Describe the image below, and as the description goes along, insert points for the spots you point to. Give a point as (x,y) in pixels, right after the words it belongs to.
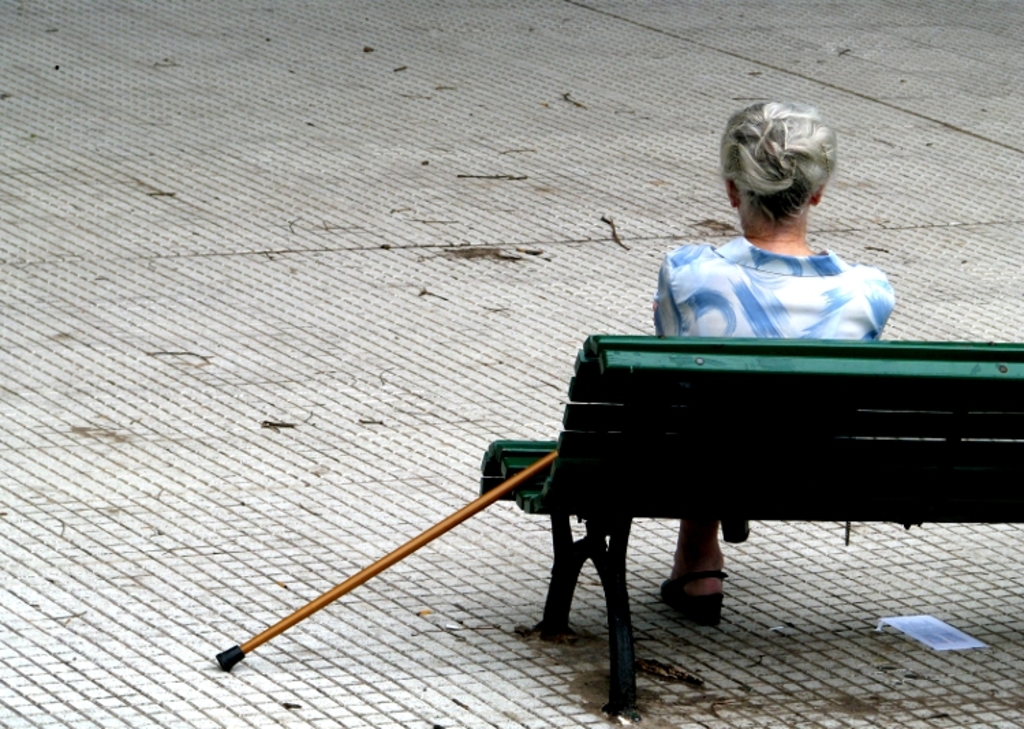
In this image we can see one bench (742,487) on the floor (538,525) on the right side of the image (718,361), one person (766,313) sitting on the bench (524,465), one walking stick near the bench (600,492), one paper (886,621) with text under the bench (573,472), some objects (504,174) looks like dried sticks (504,174) on the floor (423,405).
